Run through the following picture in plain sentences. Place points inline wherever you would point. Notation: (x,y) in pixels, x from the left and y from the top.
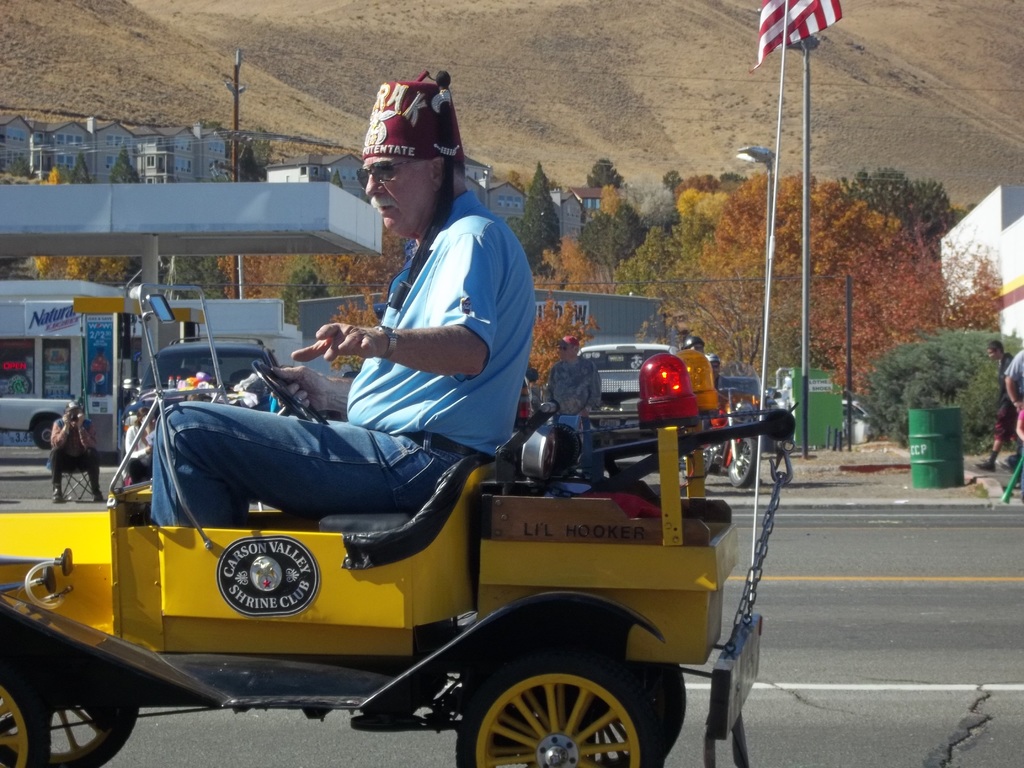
In this picture outside of the city (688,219). There is a group of people (447,416). In the center (413,504) we have a person (410,425). He is sitting on a vehicle (582,447). He is wearing a cap (412,142). We can see in background (148,128) trees (683,246), buildings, vehicles (857,433).
